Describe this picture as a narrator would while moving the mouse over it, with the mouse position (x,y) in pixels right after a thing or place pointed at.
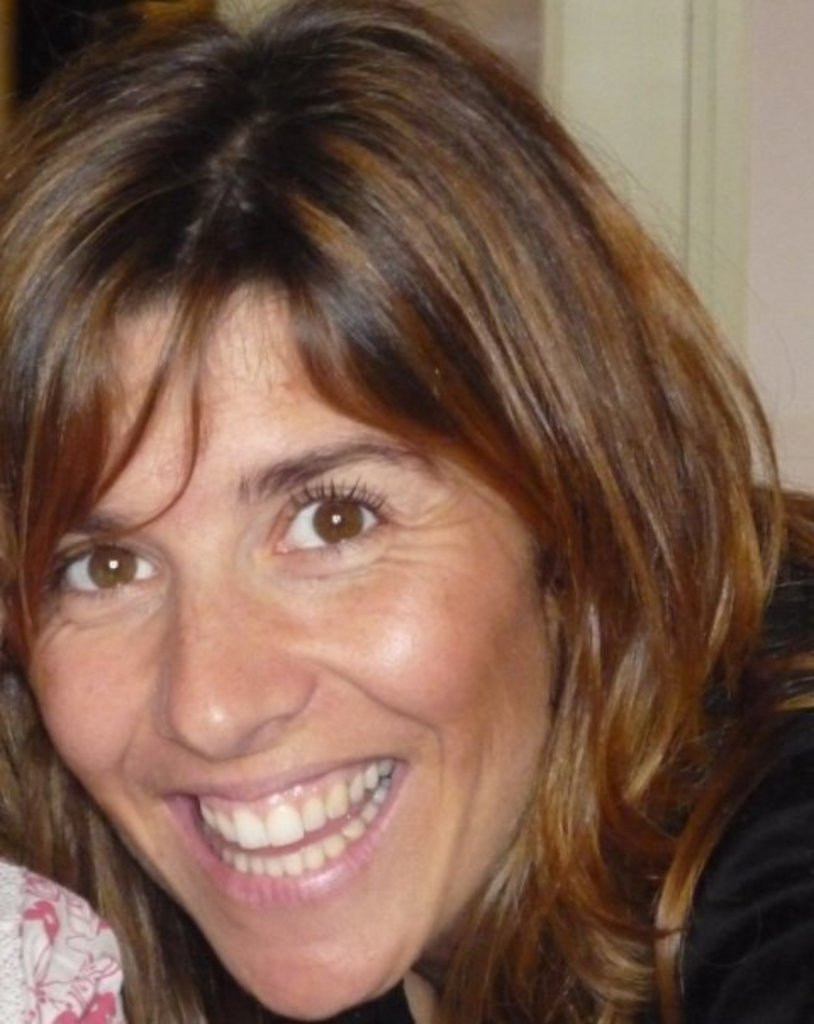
In the image there is a woman (368,582), she is laughing. Behind the woman (622,282) there is a wall (774,191).
